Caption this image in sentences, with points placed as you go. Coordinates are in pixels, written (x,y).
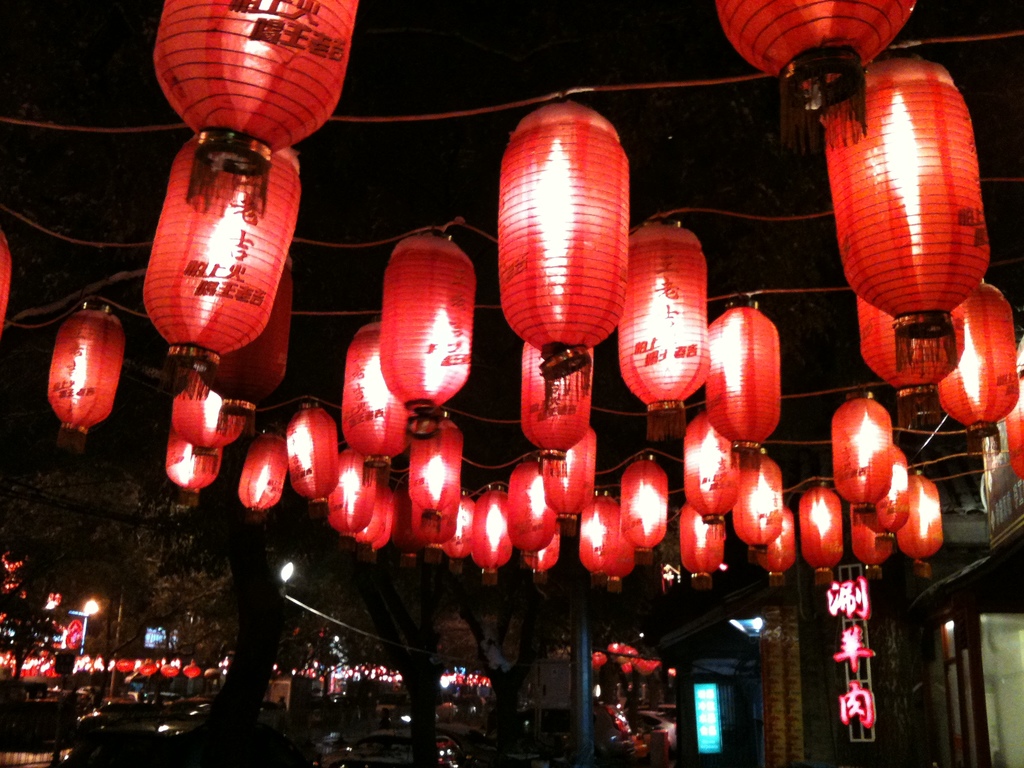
In this picture we can see there are decorative lights (197,277) which are hanged to the wires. Behind the lights (533,381) there is a board (847,628), trees (324,648) and some vehicles (200,707) on the path (346,719).
